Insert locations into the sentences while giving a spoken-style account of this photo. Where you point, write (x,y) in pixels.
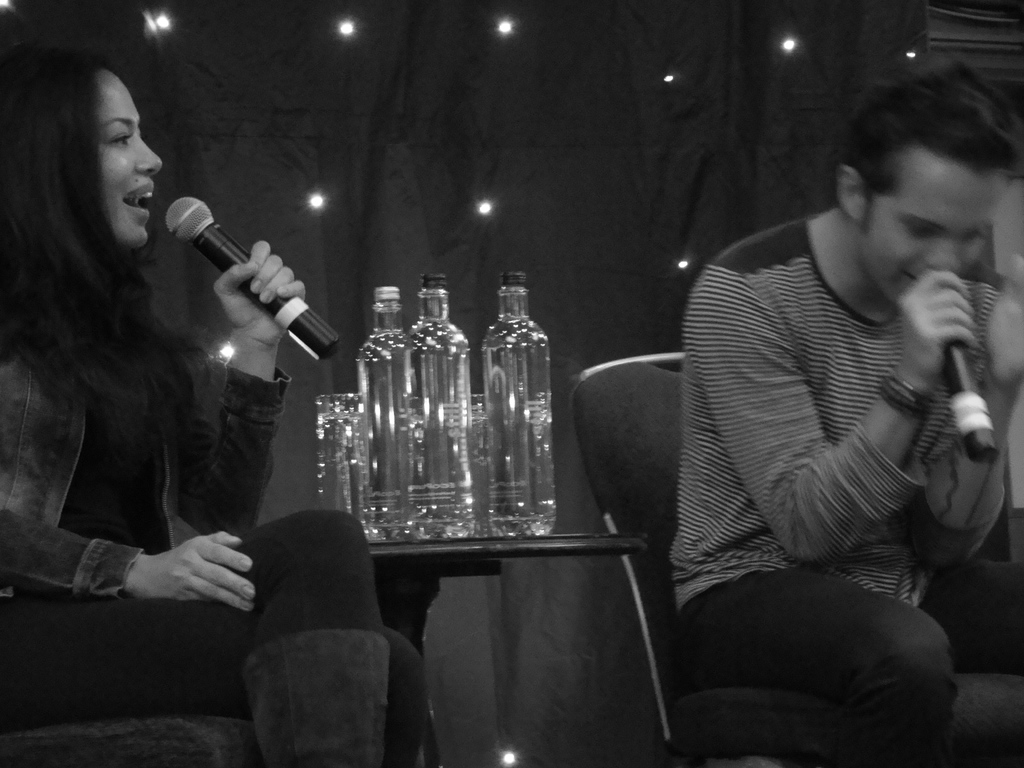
There is a woman (61,81) and man (787,487) with microphones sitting on chairs (995,732) with table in between them with few bottles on it.
